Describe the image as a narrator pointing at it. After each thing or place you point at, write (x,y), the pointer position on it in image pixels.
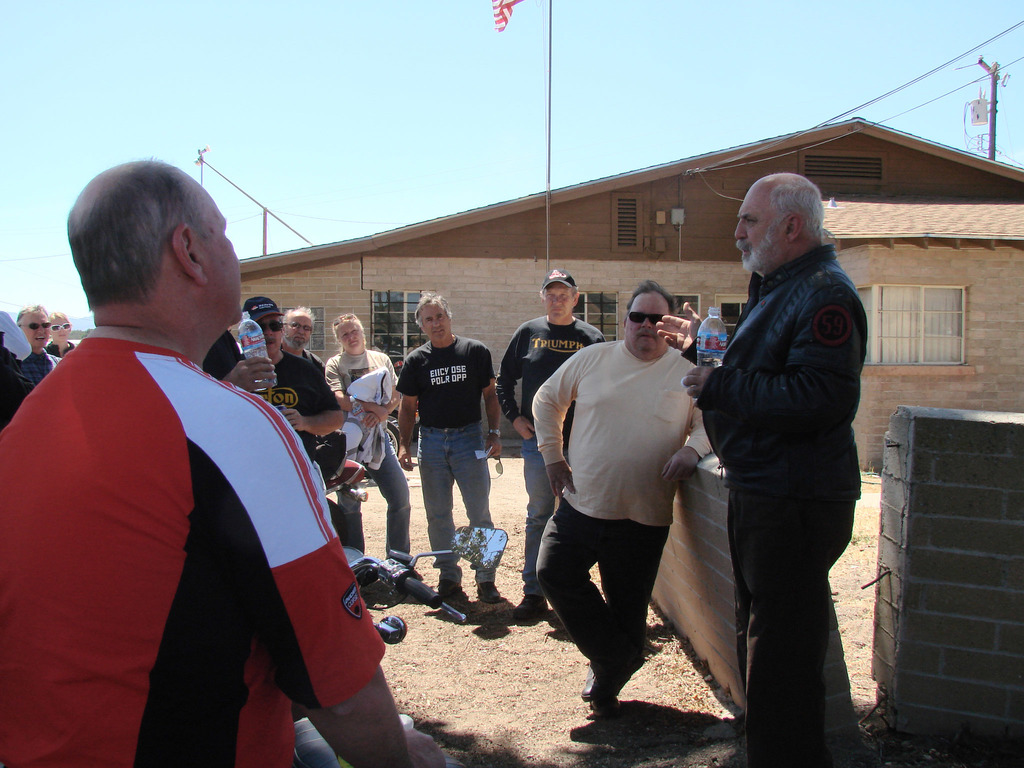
There are groups of people (304,467) standing. This looks like a motorbike (358,473). I can see two people (718,383) holding water bottles (263,356) in their hands (255,370). This looks like a pole (547,141). I think this is a house (551,218) with the windows (927,302). On the right side of the image (986,108), that looks like a current pole (991,139). This is the wall (937,558).
